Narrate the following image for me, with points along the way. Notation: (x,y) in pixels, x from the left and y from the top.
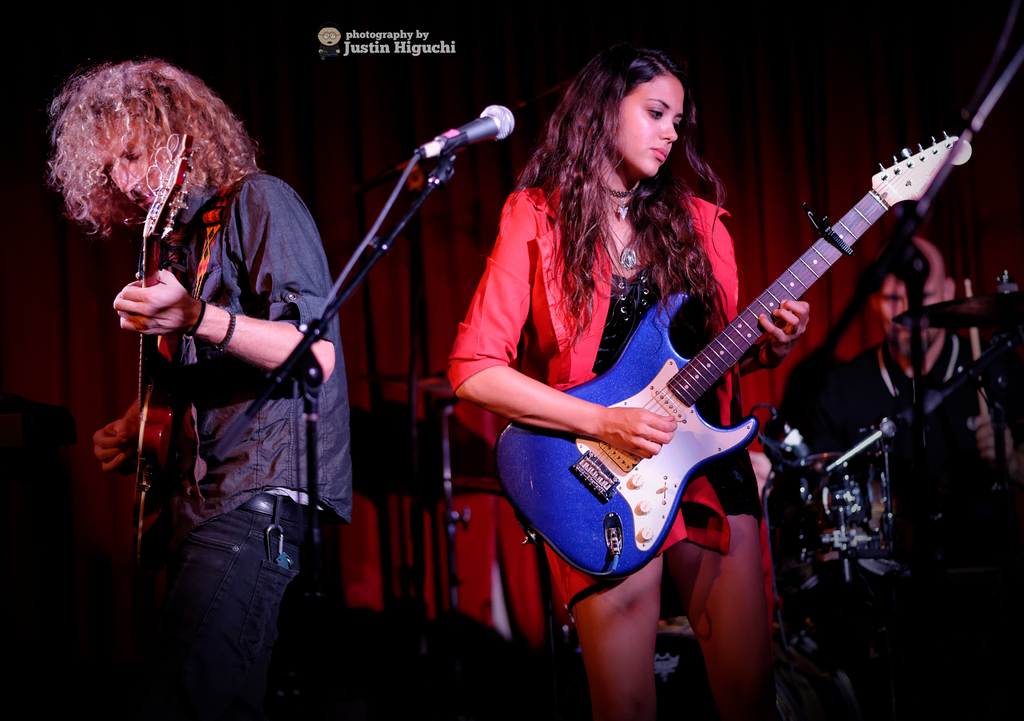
In this picture I can see there is a woman (668,142), man (285,575) standing and in the backdrop (922,429) there is a person (932,479) sitting and playing the drum set (867,516). They are playing guitar (645,458) and there is a curtain (481,151) in the backdrop (459,118) and there is a watermark (358,38) on the image. There is a microphone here at the left side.
